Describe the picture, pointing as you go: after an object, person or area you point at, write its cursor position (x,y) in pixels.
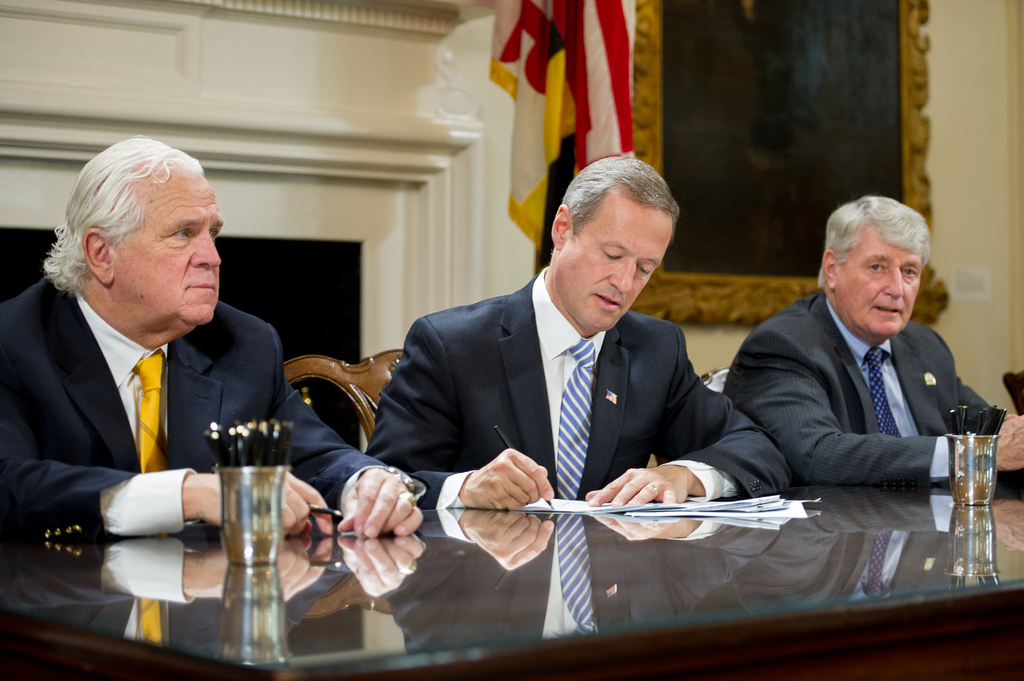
This image consists of three men (508,381) wearing black color suits (508,381). In front of them there is a table (472,602) on which there are two glasses (984,487) kept. In the background (981,144), there is a wall (969,166) on which a frame (711,120) is fixed. And there is a flag (550,132).
